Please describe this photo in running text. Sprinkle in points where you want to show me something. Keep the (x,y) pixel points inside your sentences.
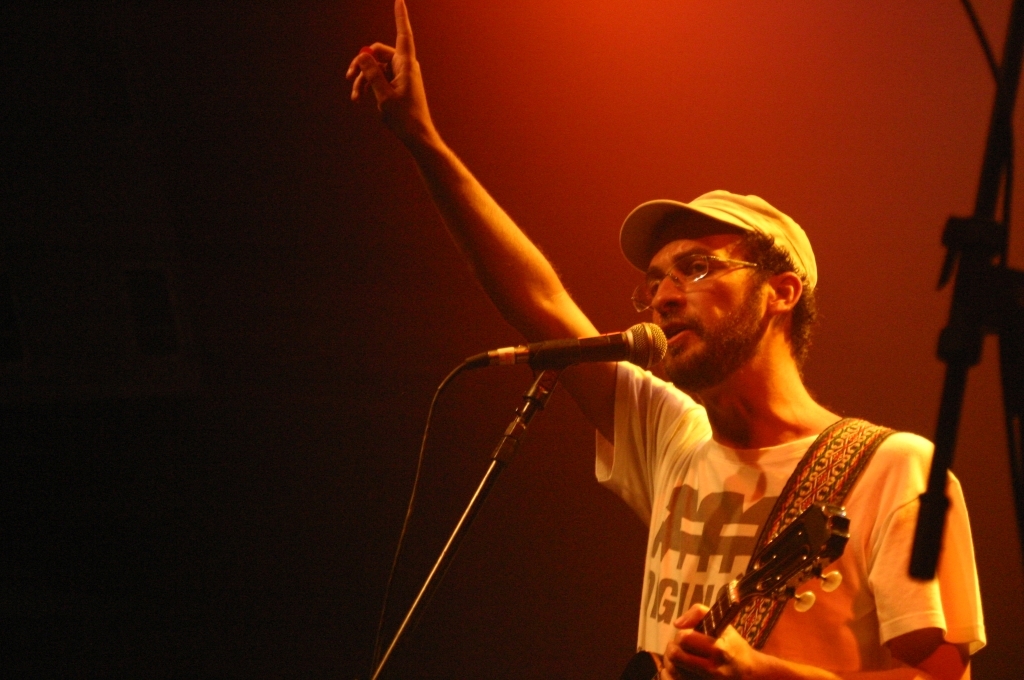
As we can see in the image there is a man (706,574) holding guitar (741,595) and in front of him there is a mic (567,350).
